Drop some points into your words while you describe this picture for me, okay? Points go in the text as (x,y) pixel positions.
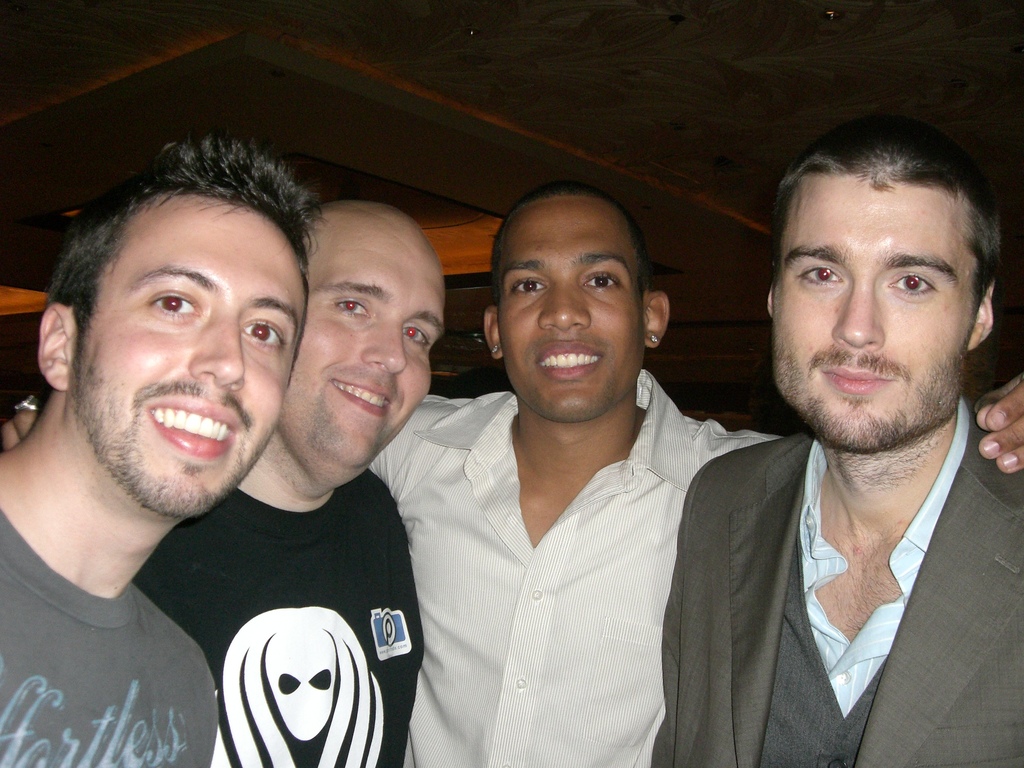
Here we can see four men (356,503) and there is a ceiling (322,174) on the roof (178,84) and some other objects (482,354).
